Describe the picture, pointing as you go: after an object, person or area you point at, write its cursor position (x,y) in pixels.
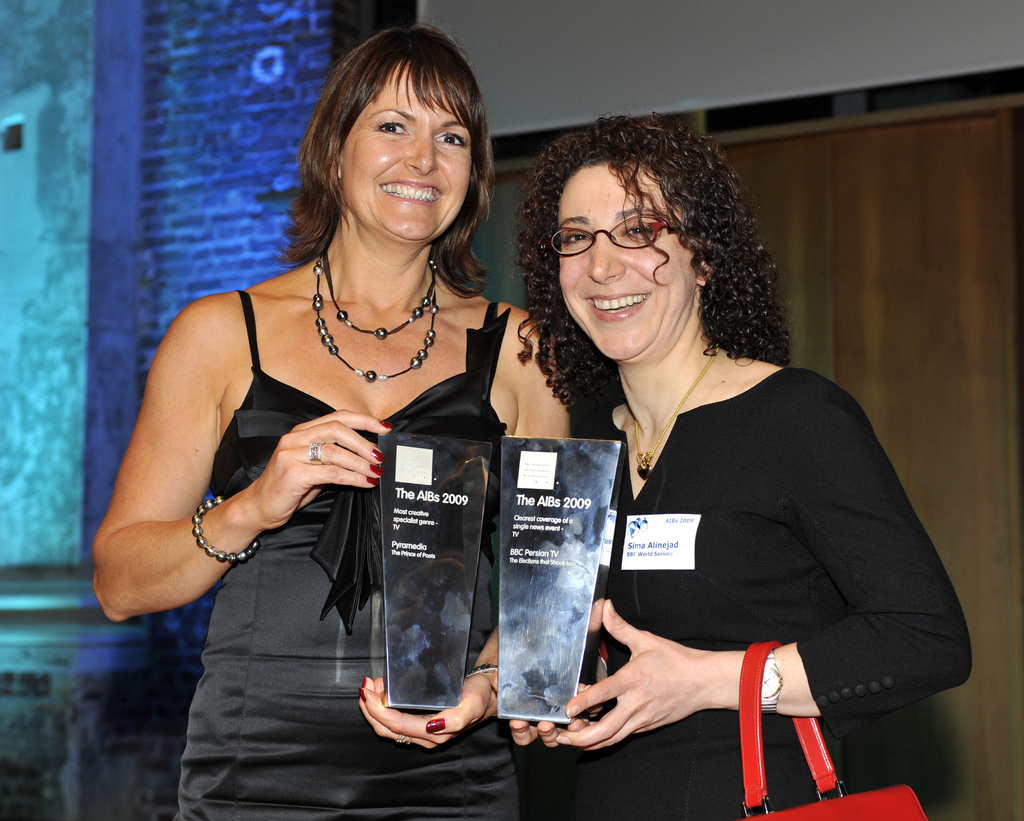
In the picture I can see two women (534,375) are standing and smiling. These women (468,433) are wearing black color clothes (470,415), necklace (381,379) and holding some objects (442,618) in hands (679,672). In the background (79,217) I can see a wall (750,174) and some other objects (612,21).
